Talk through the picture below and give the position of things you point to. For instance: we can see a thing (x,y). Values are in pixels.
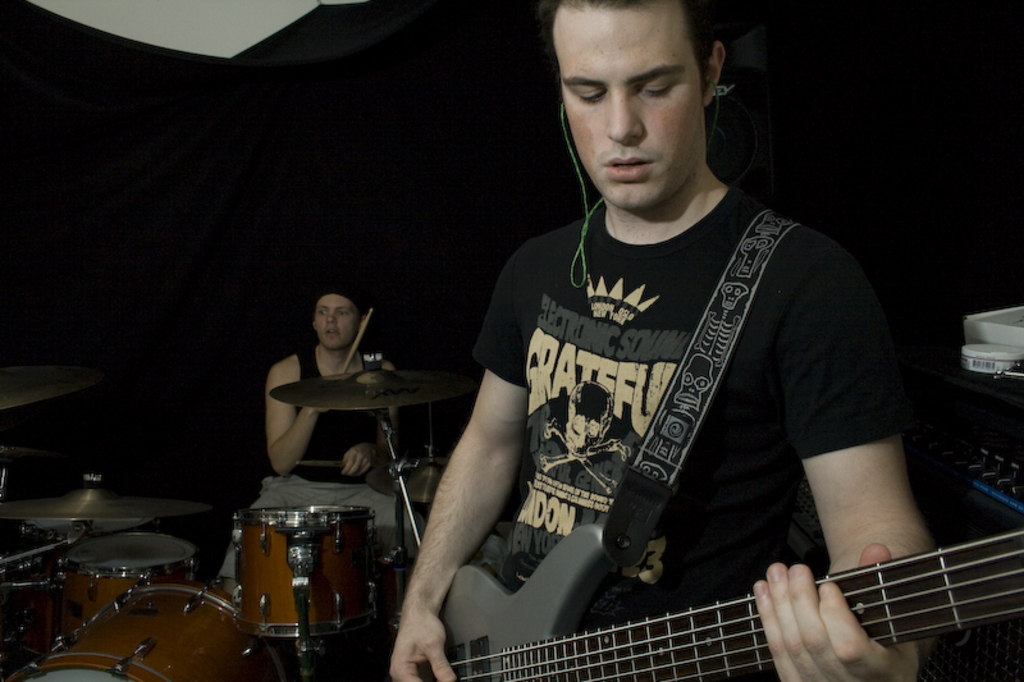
Here we can see a person (665,81) standing and playing the guitar (585,587), and at back (342,340) a person (332,411) is sitting and playing musical drums (17,628).
